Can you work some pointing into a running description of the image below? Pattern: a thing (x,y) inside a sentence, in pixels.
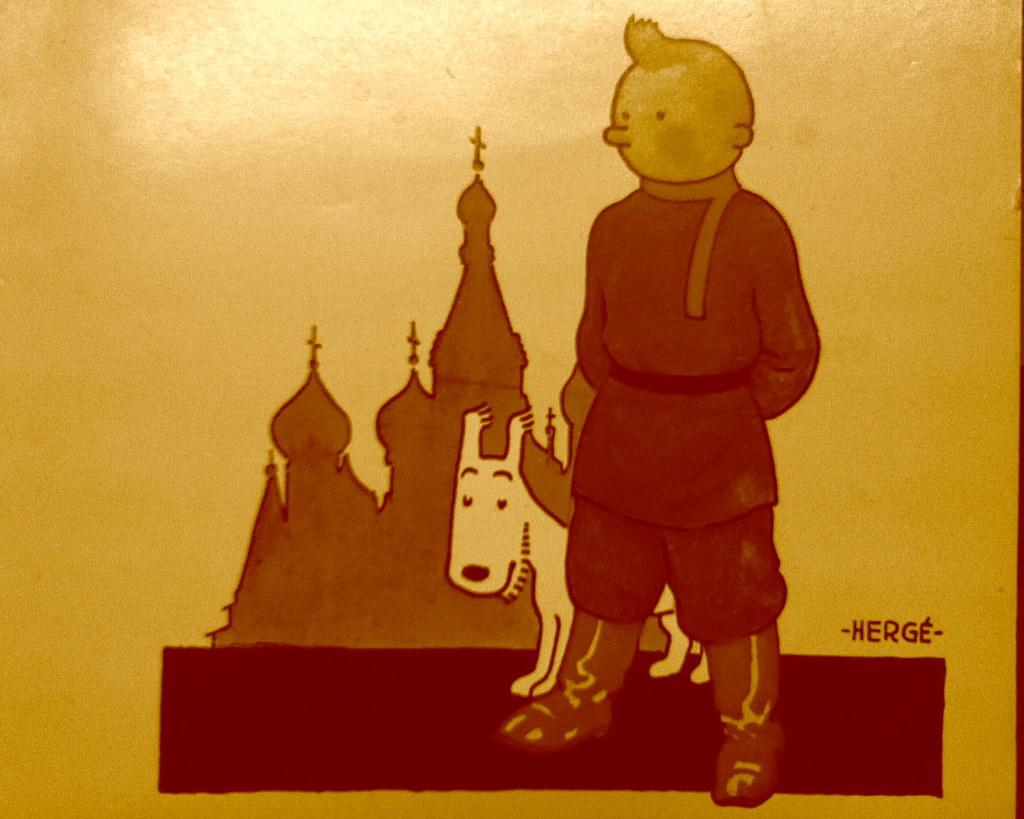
In this picture we can see an art (309,600) of a person (766,700) and an animal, here we can see some text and in the background (985,405) we can see it is yellow color.
